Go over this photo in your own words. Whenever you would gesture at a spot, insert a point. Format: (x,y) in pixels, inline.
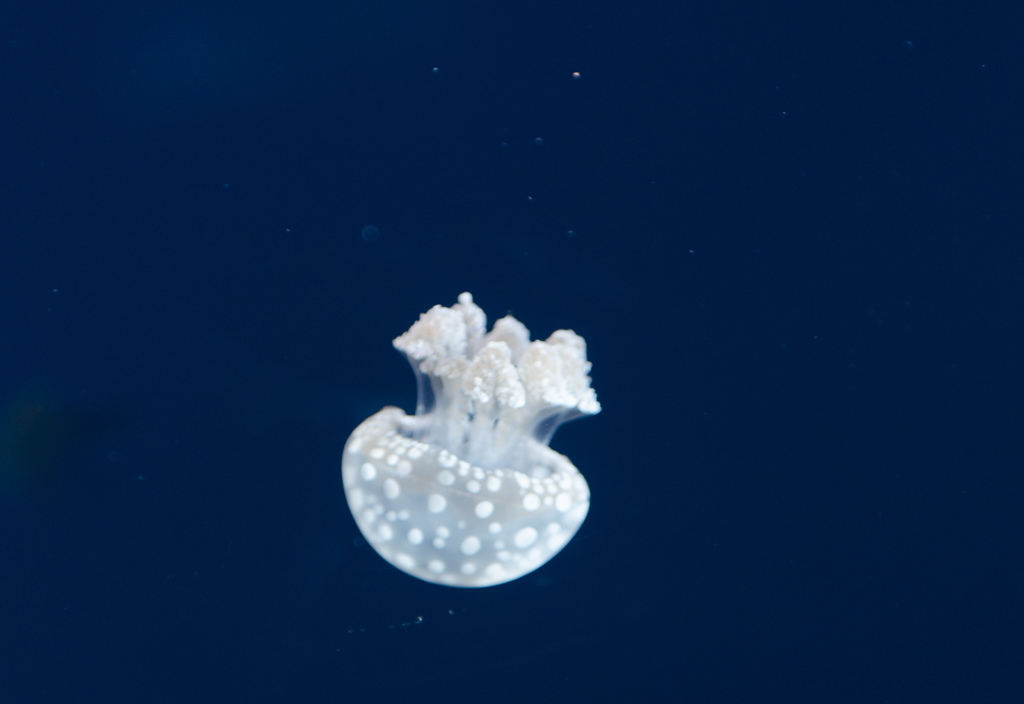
In this image I can see an aquatic animal (430,327) and background (263,77) is in navy-blue color.
